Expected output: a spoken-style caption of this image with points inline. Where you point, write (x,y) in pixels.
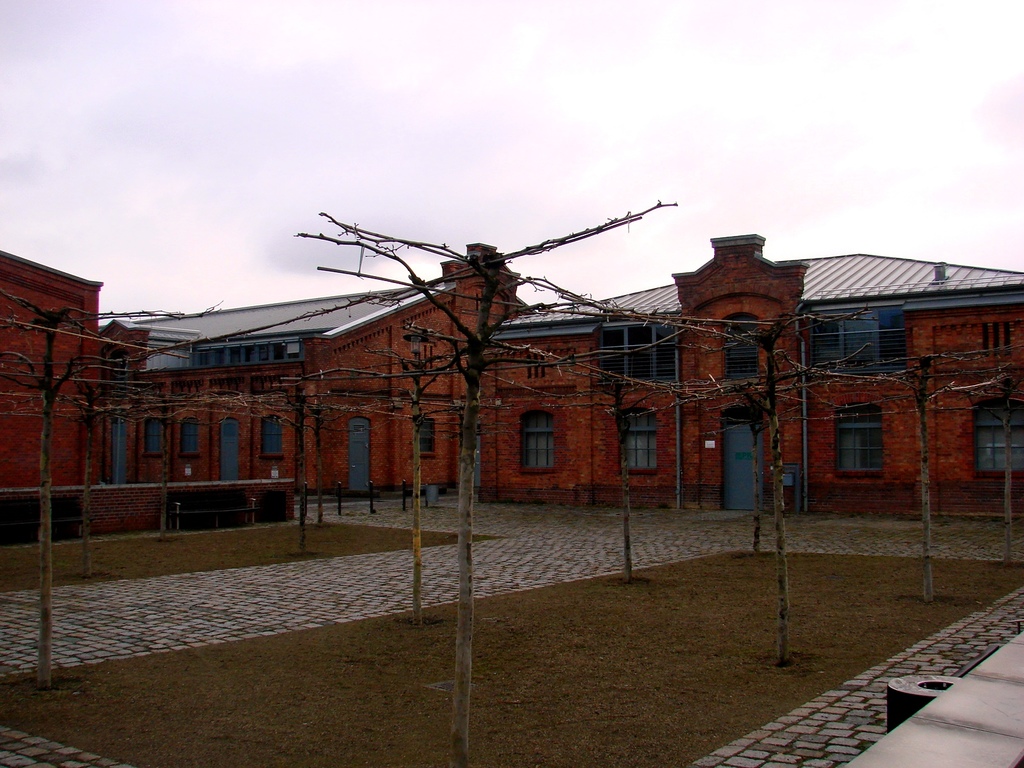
In this image we can see houses (87,305), windows (538,427), doors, poles (766,344), and ground (571,626). In the background (651,16) there is sky (672,198).
